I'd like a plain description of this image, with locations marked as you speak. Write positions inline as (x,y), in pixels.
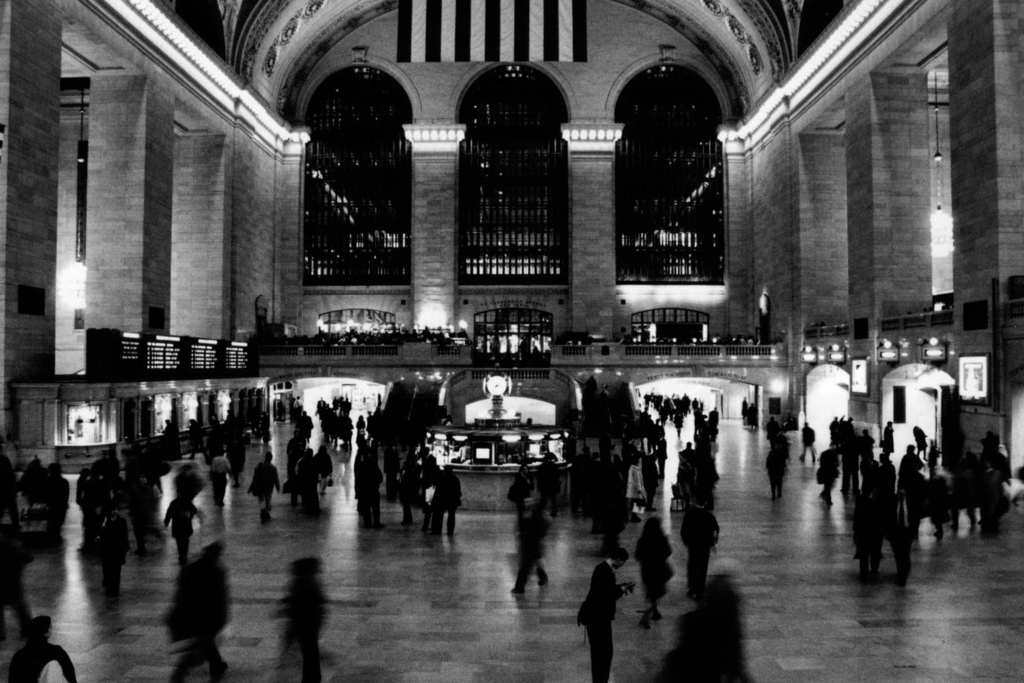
In this image there are persons (536,543) standing, walking. In the background (414,311) there are windows (391,234) and there is a wall (779,316) and there are lights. On the top (488,57) there is a flag (507,49) hanging and there are grills (629,219) which are black in colour.
